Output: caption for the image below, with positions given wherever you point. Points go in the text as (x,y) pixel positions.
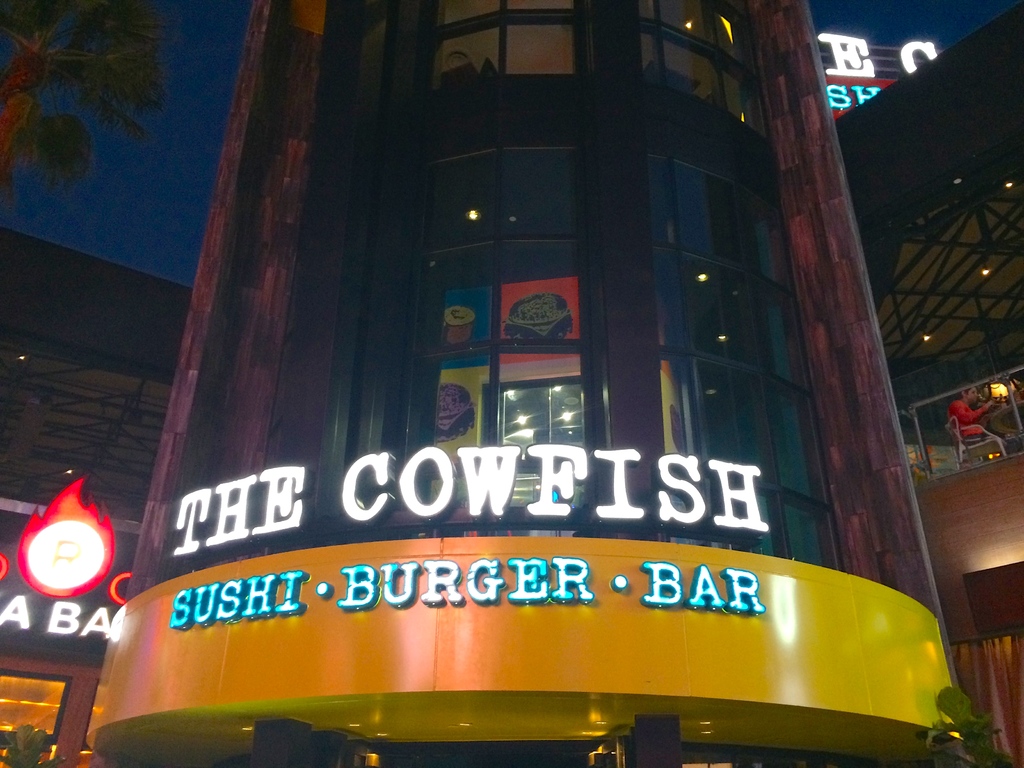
In this image I can see a building (836,344) which is black, brown and yellow in color. In the background (125,323) I can see few other buildings (99,299), a person (958,400) wearing red dress (982,414) is sitting on a chair (960,439), a tree (17,48) and the sky (124,193).
